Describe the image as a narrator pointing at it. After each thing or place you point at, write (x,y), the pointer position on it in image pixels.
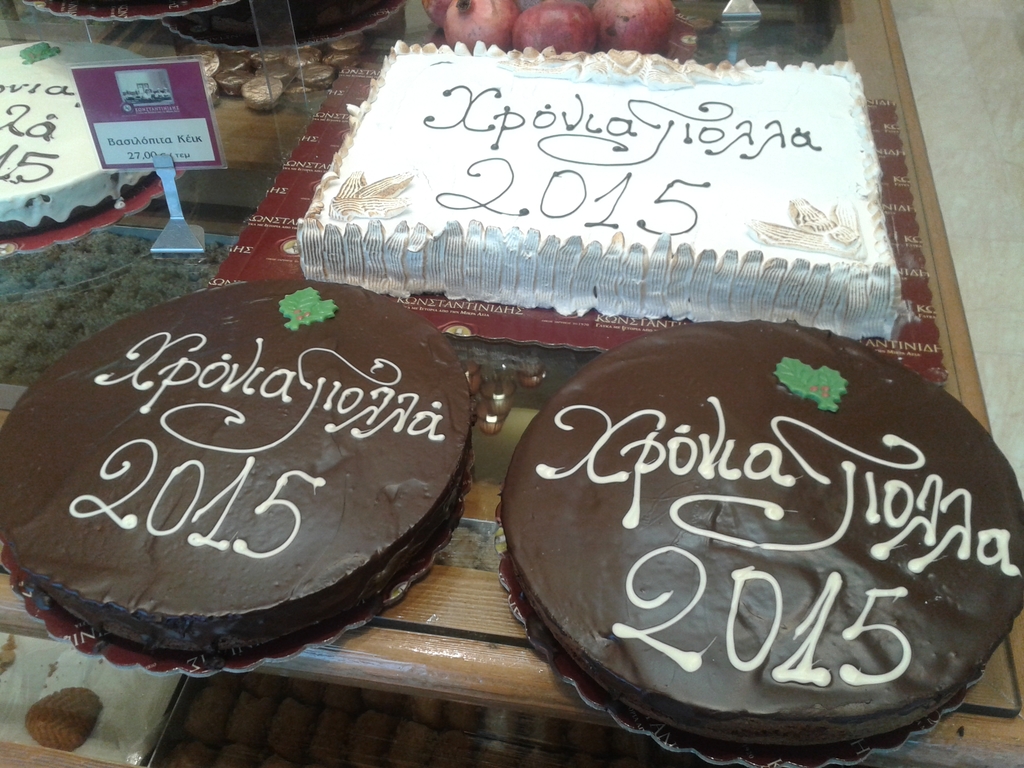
In the image there are chocolate cakes (375,453) and vanilla cake (556,199) on a table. In the back (463,37) there are pomegranates (471,21) and chocolates (218,87) on a table (901,68).
